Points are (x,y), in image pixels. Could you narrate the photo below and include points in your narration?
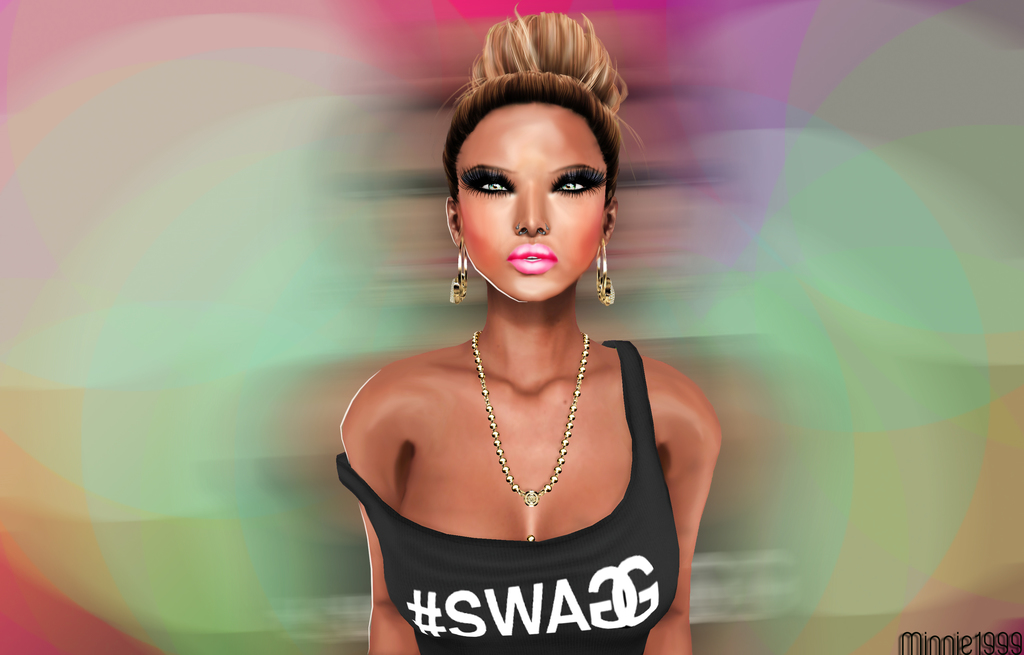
This is an anime image of a girl (526,163) in black vest (354,471) necklace (479,363) and ear rings (600,284) standing in the middle (479,230) with vibgyor colors on either side.
